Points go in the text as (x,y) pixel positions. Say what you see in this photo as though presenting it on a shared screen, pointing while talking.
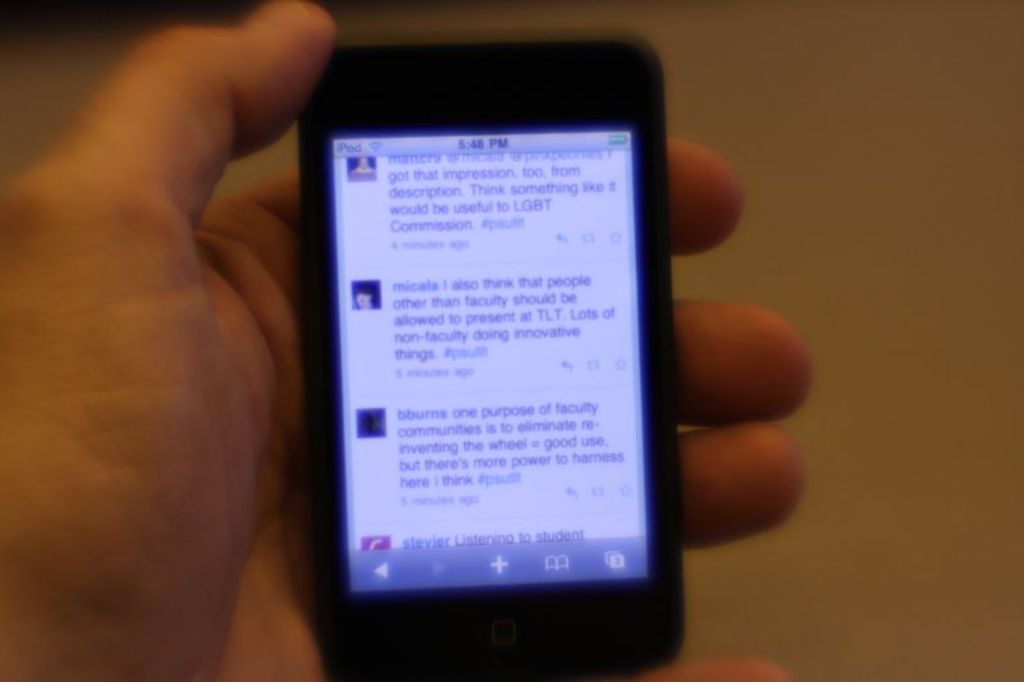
In this picture there is a person's hand (228,410) holding a mobile (498,255). The background (894,528) is blurred.
